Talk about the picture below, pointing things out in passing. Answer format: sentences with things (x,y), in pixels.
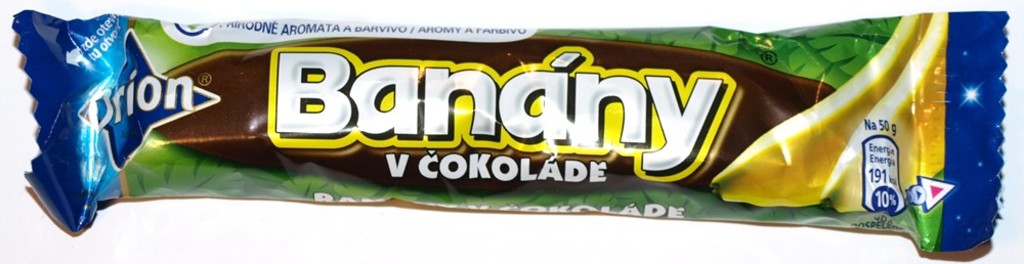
In this image I can see a chocolate packet (631,162) on the white surface (574,247).
